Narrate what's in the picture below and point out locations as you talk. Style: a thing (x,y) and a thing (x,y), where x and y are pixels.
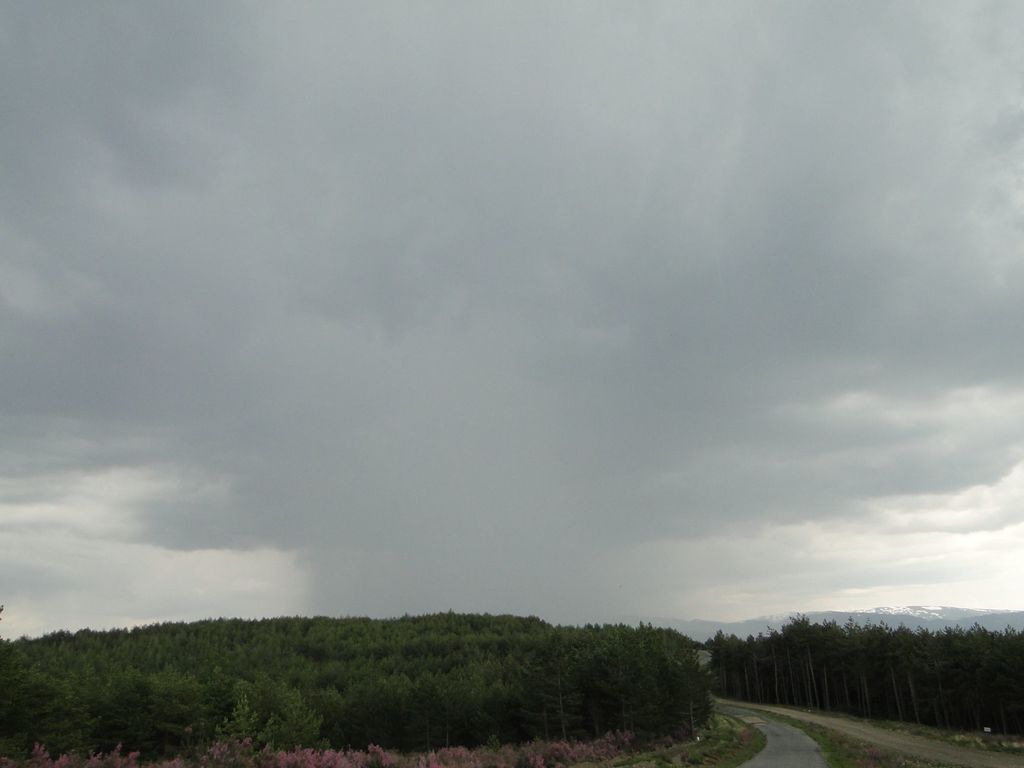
At the bottom of the image (344,671) there are trees (818,685) and a road (783,726). In the background (889,611) there are hills (712,621) and sky (671,506).
